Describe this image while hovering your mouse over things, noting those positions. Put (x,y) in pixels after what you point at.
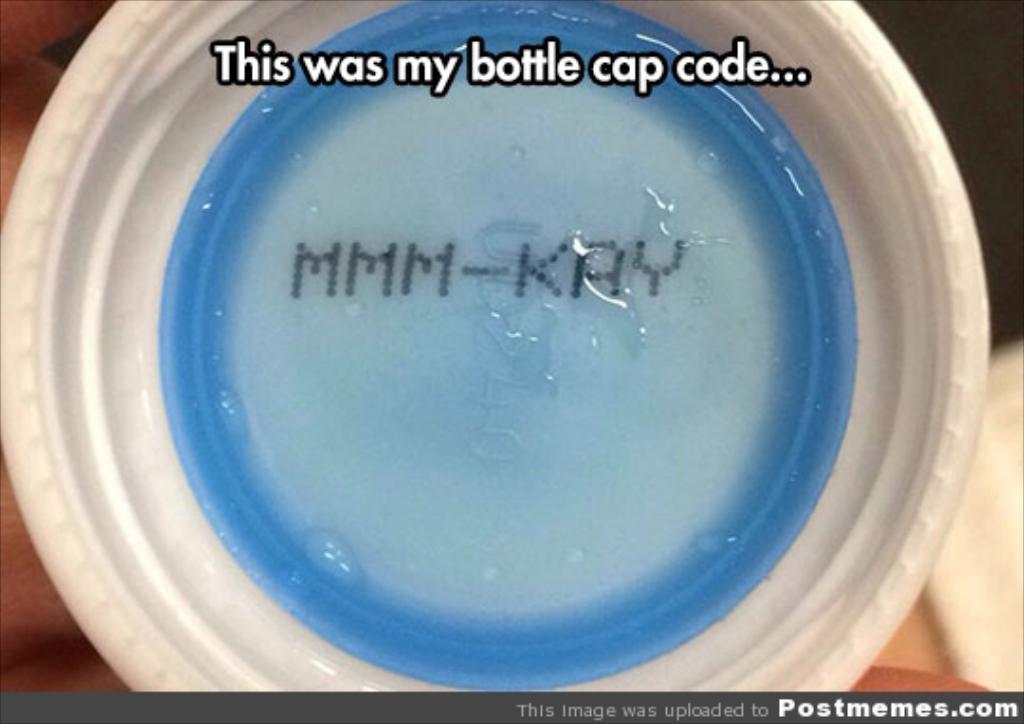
This picture contains a bottle cap (583,375) which is in white and blue color. At the top of the picture (561,74), it is written as "This was my bottle cap code...". In the background (939,616), it is blurred.
